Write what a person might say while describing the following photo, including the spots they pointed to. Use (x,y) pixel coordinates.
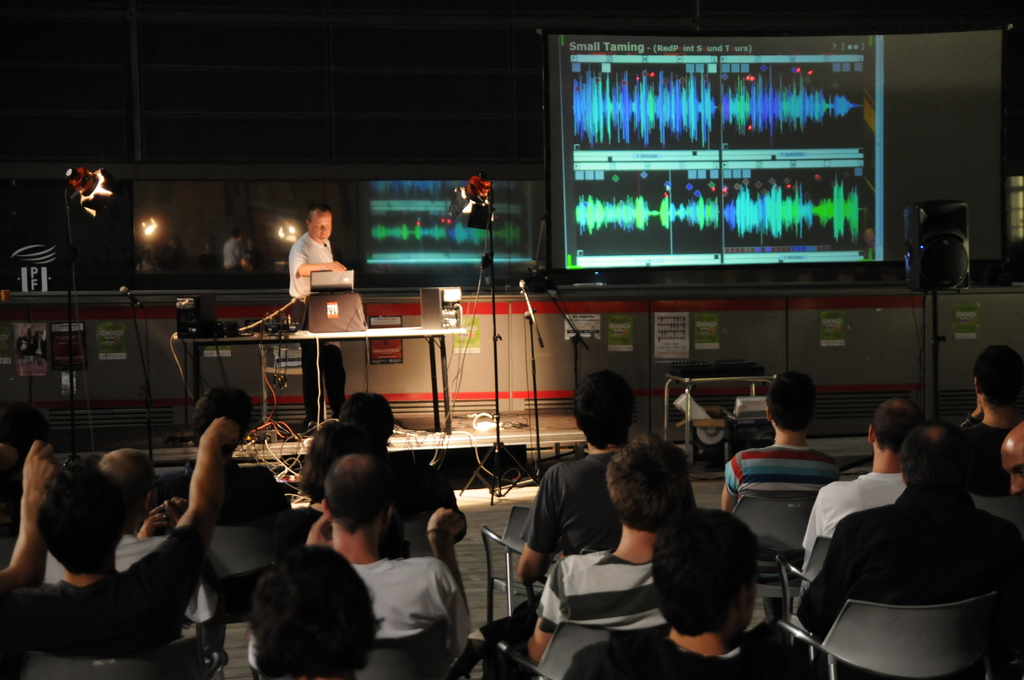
In this image there is a man (300,268) standing on the stage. In front of him there is a table (369,330). On the table (436,330) there are c. p. us (434,298), wires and a laptop (337,280). There are two lights (78,177) on either side of him. On the right side (775,142) top there is a screen (687,122). At the bottom (249,507) there are spectators (586,493) who are sitting in the chairs (497,533).
